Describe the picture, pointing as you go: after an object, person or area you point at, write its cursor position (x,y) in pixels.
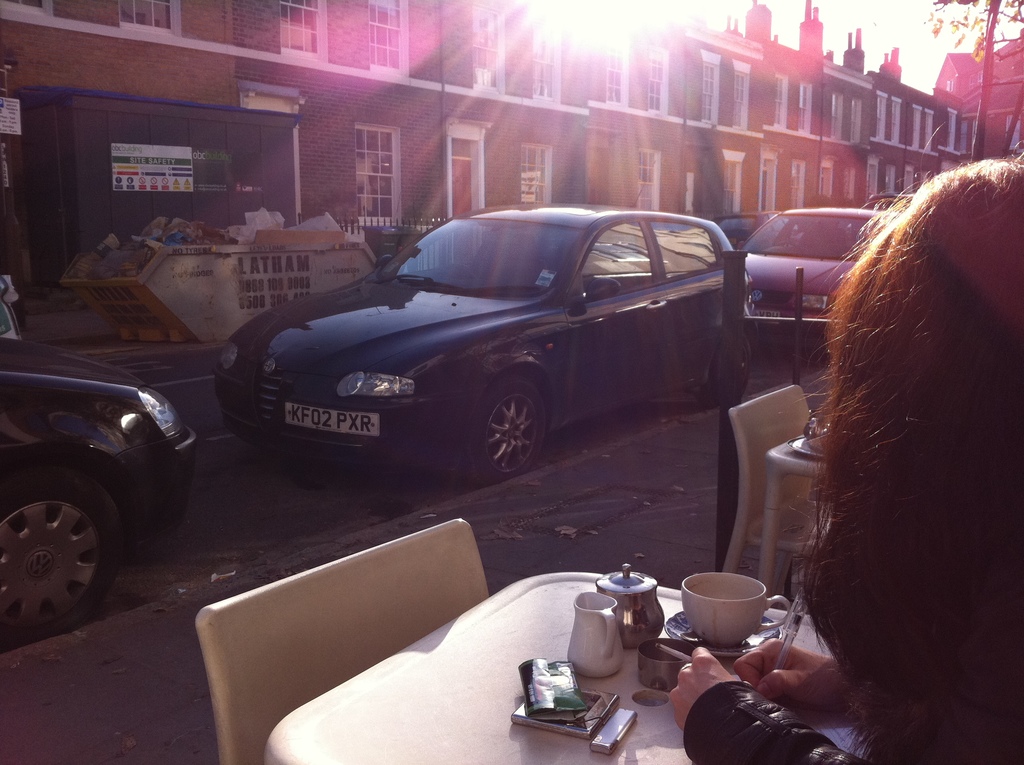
In this image i can see a person (828,655) sitting and holding a pen (798,623). In the background (399,428) i can see few vehicles (848,257), sky (880,33), a tree (1018,40) and a building (560,99).
